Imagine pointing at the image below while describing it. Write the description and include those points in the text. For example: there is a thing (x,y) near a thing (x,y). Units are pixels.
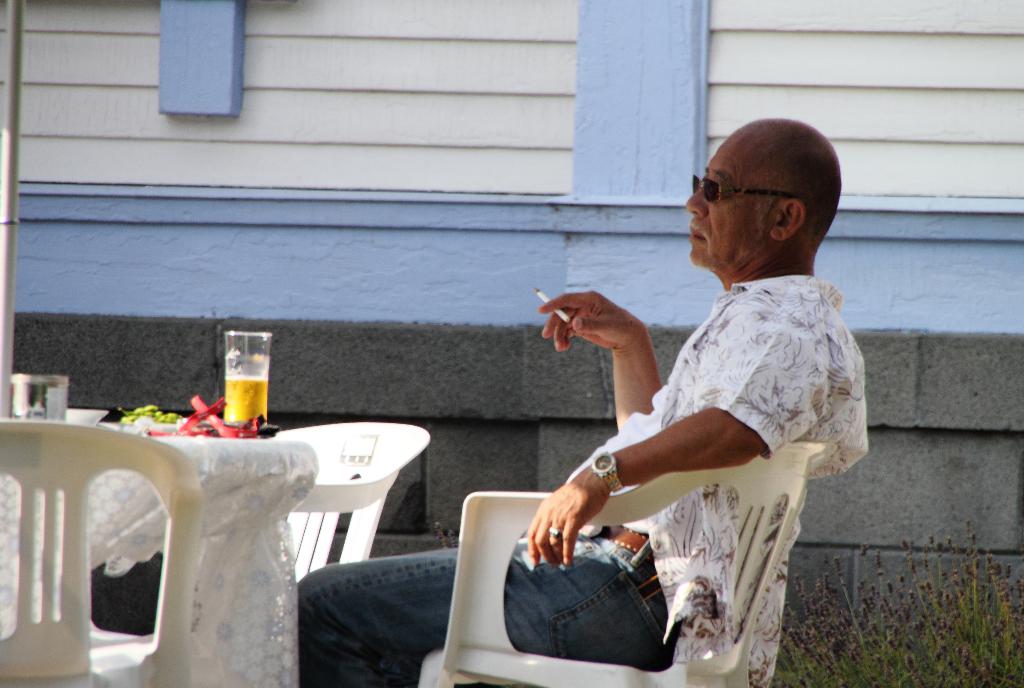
In this picture we can see a man (658,378) sitting on the chair (485,582) and holding a cigarette (548,297) in his fingers (558,339), in front of him we can find a glass (251,365) on the table (288,502). There is a wall (532,155) and some plants (871,597) immediate right to him.
